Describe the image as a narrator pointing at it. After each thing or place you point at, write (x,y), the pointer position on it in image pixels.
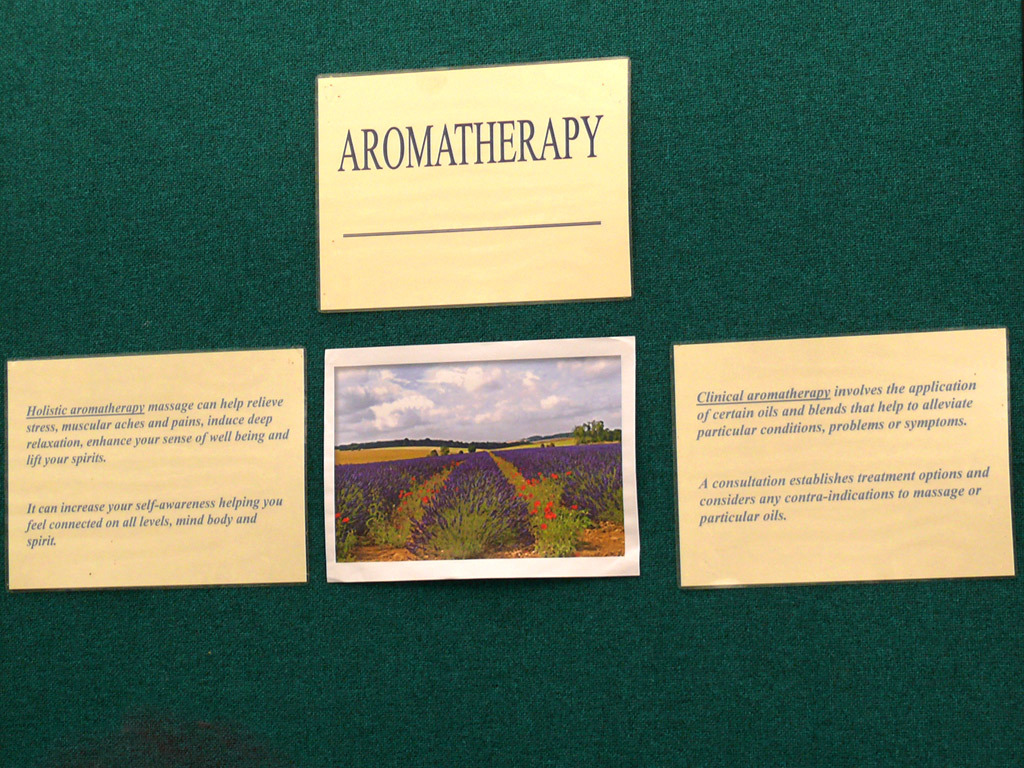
In this image I can see the boards (487,121) and frame (402,505) to the green color surface (382,655). Three boards (17,433) are in yellow color. And I can see the frame (399,521) with plants (412,490). I can see some red and purple color flowers (490,486) to the plants (497,479). And there is a sky (473,418) in the background (443,417).
